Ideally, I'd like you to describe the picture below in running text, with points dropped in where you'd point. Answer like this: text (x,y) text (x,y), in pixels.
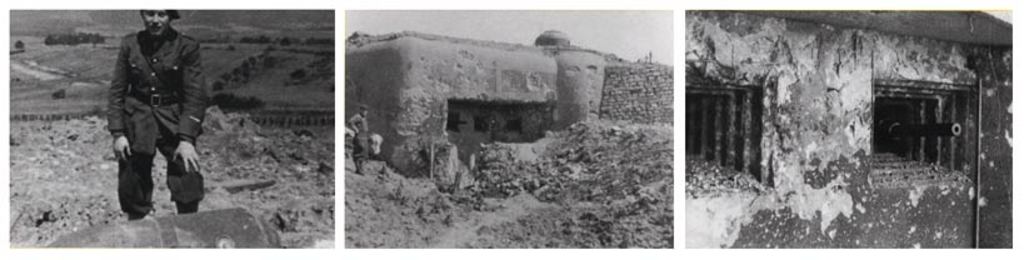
In the picture I can see people (140,158), building (533,131), the sky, trees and some other objects (562,162). This image is black and white in color. This is a collage picture.
